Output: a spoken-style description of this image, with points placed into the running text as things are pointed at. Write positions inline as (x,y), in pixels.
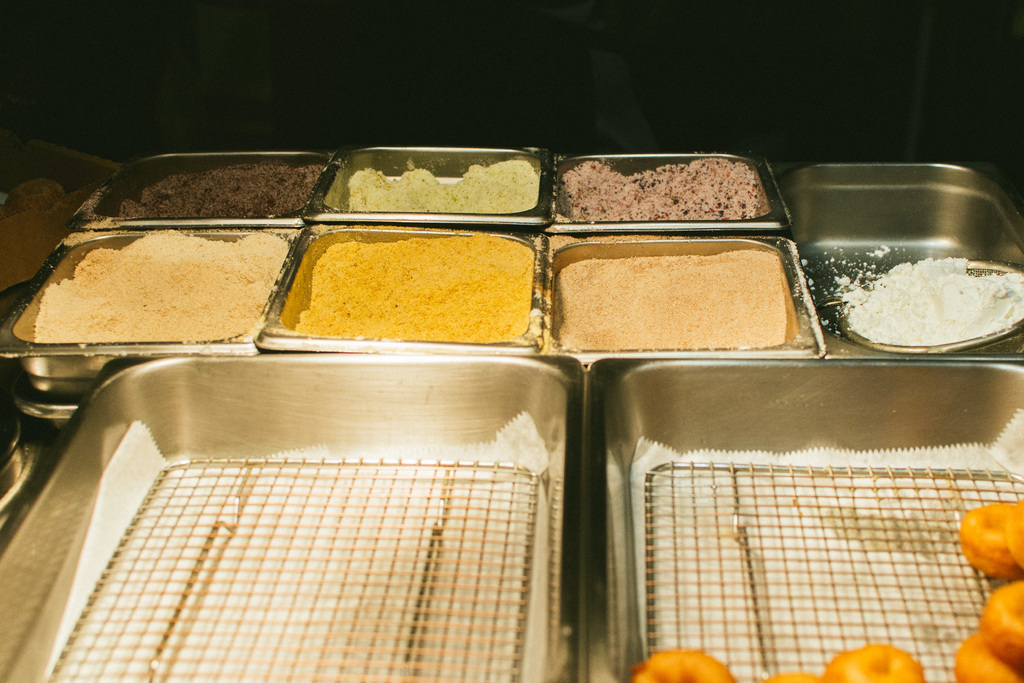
In this picture we can see food items (980,633) on a grill (653,485) and on a tissue paper (643,468) in the steel vessel (745,440). We can see some other food items (101,314) in a steel vessel (25,318). There is a flour (867,314) in a bowl (856,332) on the right side (991,318). We can see a black color on top (113,42).
